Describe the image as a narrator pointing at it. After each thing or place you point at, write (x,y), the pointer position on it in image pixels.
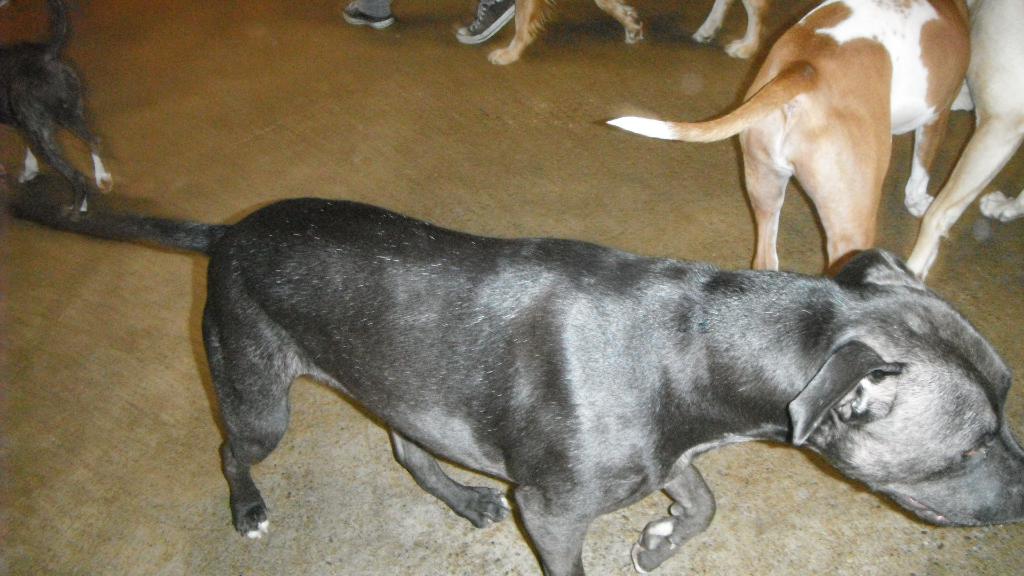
It is a black color dog (684,459) walking in the middle of an image (462,309). On the right side (880,130) there are other dogs (967,158).
